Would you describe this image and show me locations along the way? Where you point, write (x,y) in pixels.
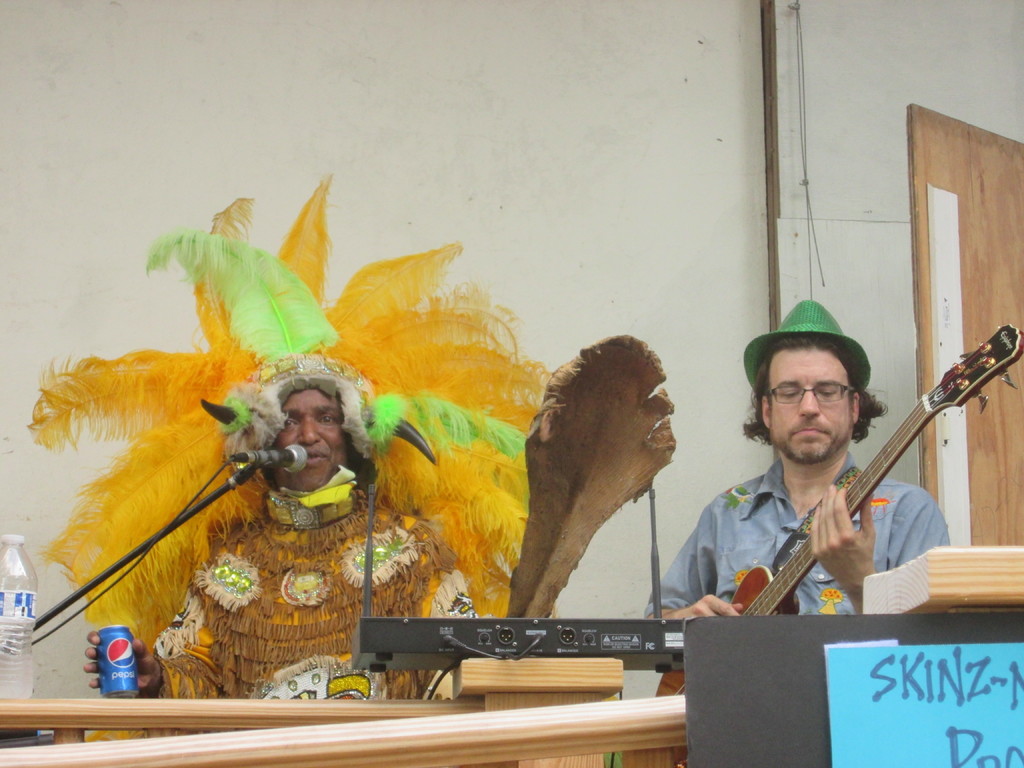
In this image there are two persons (741,556) who are sitting. On the right side (825,518) there is one person (823,475) who is sitting and he is holding a guitar (794,599) and he is wearing a cap (790,335) and spectacles (832,388). On the left side (266,567) there is one person (281,502) who is sitting and in front of him there is one mike (283,458) and he is holding one Pepsi can (123,669), in front of them there is one table (302,712) and on the table (31,712) there is one bottle (20,636). On the top of the image (555,171) there is one wall (286,211) on the right side (931,226) there is door (983,308).
